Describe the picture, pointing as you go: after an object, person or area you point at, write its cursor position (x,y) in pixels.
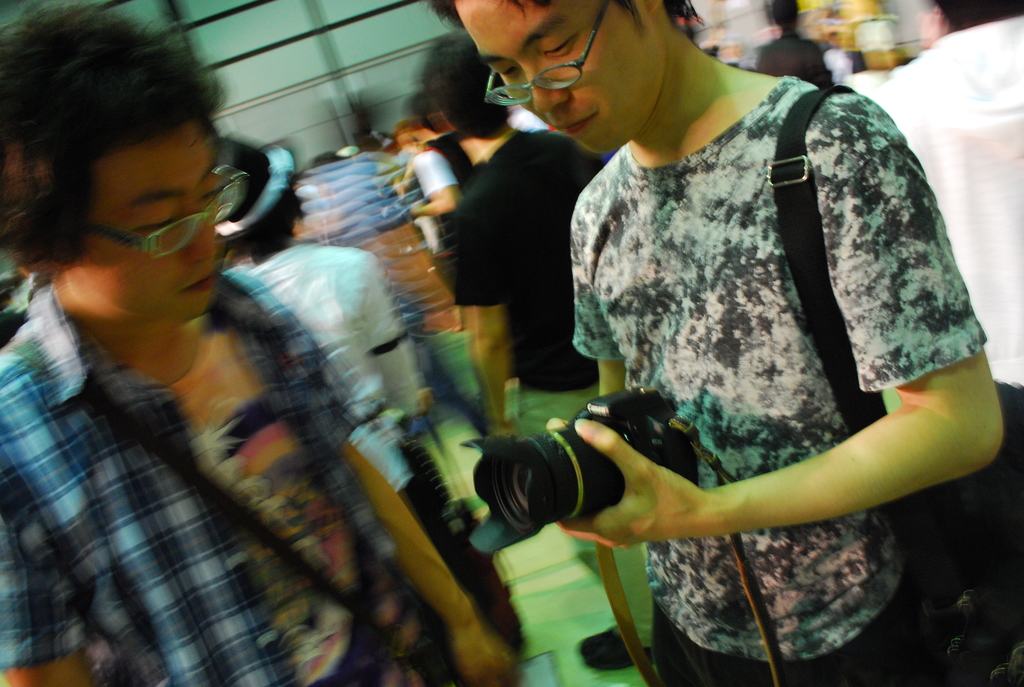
In this picture we can see a group of people (388,256), camera (672,439), spectacles (215,220), some objects (262,201) and in the background (271,9) we can see the wall (305,37).
